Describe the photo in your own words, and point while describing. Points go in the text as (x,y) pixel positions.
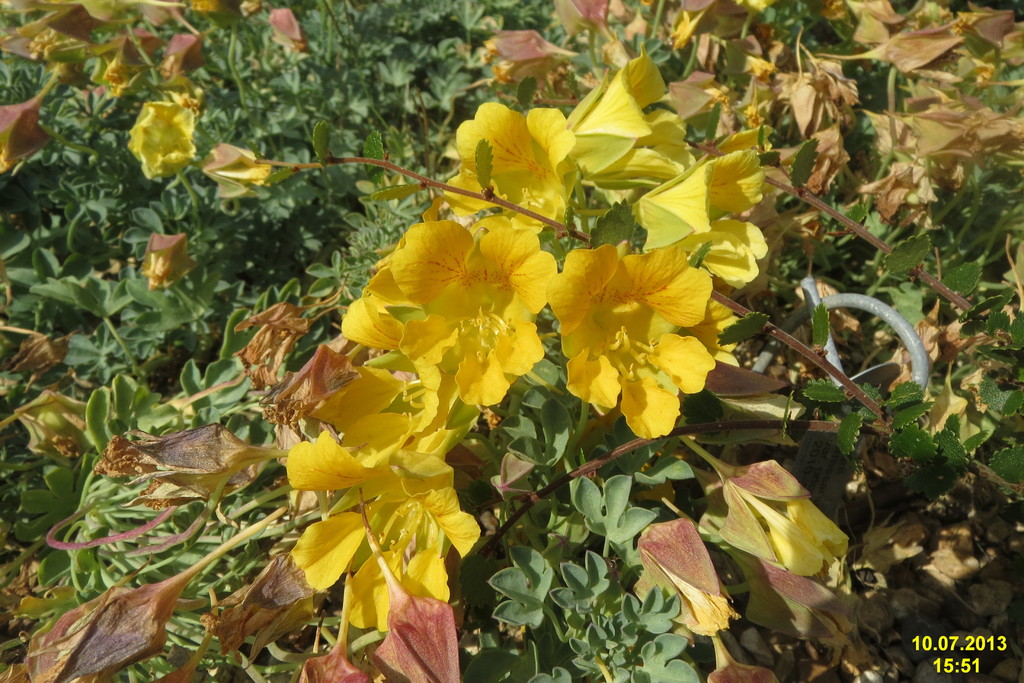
In this image we can see flowers (510,224) and plants (430,119). At the bottom of the image (952,650) there is some text (927,648).
